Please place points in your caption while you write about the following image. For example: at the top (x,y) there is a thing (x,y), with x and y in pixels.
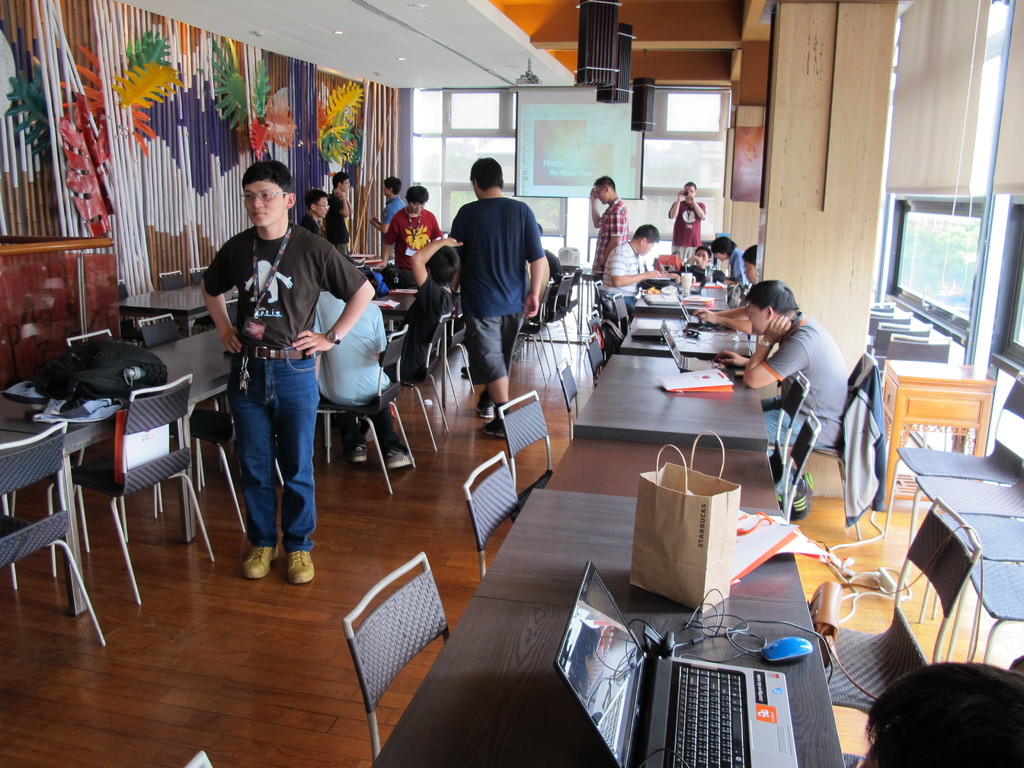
In this picture we can see some persons (783,293) are sitting on the chairs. This is table (509,732). On the table (568,735) there is a laptop (605,725), mouse (773,642), bag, and a paper (678,379). This is floor (389,516). Here we can see some persons (462,273) are standing on the floor (211,651). This is wall (197,182). On the background (626,134) there is a screen (570,155). This is glass (466,154).
